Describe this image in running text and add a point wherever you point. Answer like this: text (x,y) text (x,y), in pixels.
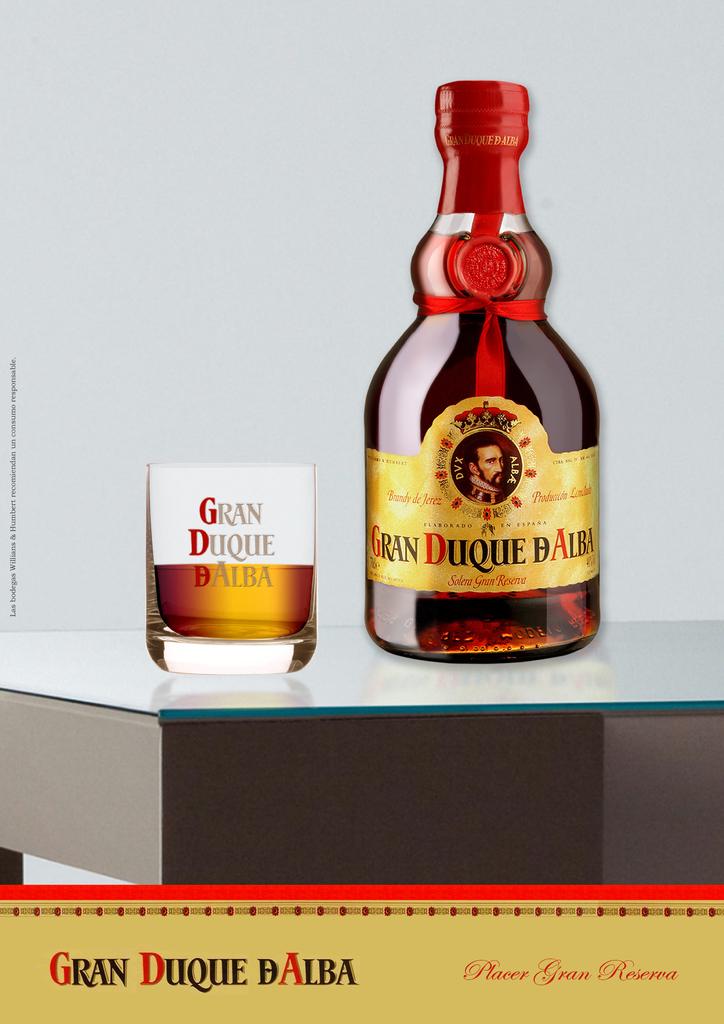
There is a table (457,742), a glass (230,596) filled with a drink (248,589). There is a bottle (459,556) branded as gran duque D'alba. There is a person (488,482) on the label (480,454) and a ribbon (481,308) is tied to it. Even the glass (257,523) contains same brand name gran duque D'alba. This is the glass table (165,691).
